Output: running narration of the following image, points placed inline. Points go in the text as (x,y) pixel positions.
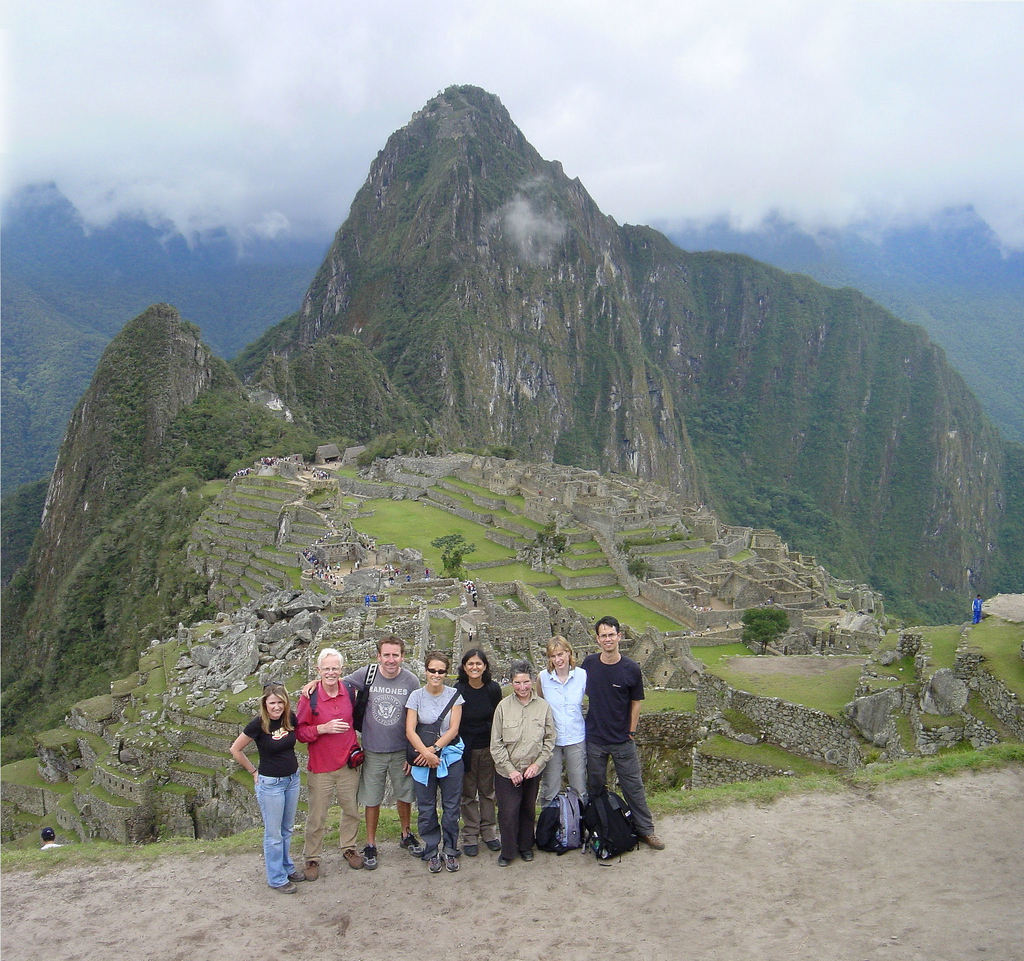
In the foreground (217,911) I can see a group of people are standing on the ground (576,861) and I can see bags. In the background (1012,687) I can see mountains (375,428), grass (545,579), fence (346,557), trees (331,434), fog (236,169) and the sky (562,153). This image is taken, may be during a day.
